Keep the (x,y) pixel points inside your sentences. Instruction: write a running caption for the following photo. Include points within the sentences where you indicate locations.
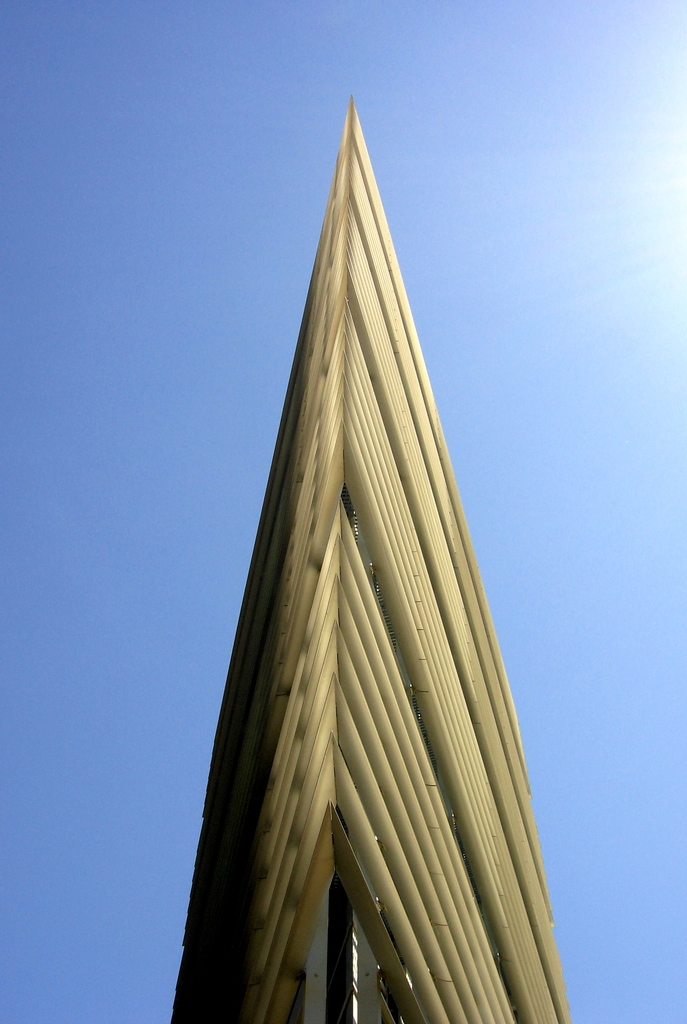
In this picture we can see an architecture (326,889). Sky (248,129) is blue in color.
